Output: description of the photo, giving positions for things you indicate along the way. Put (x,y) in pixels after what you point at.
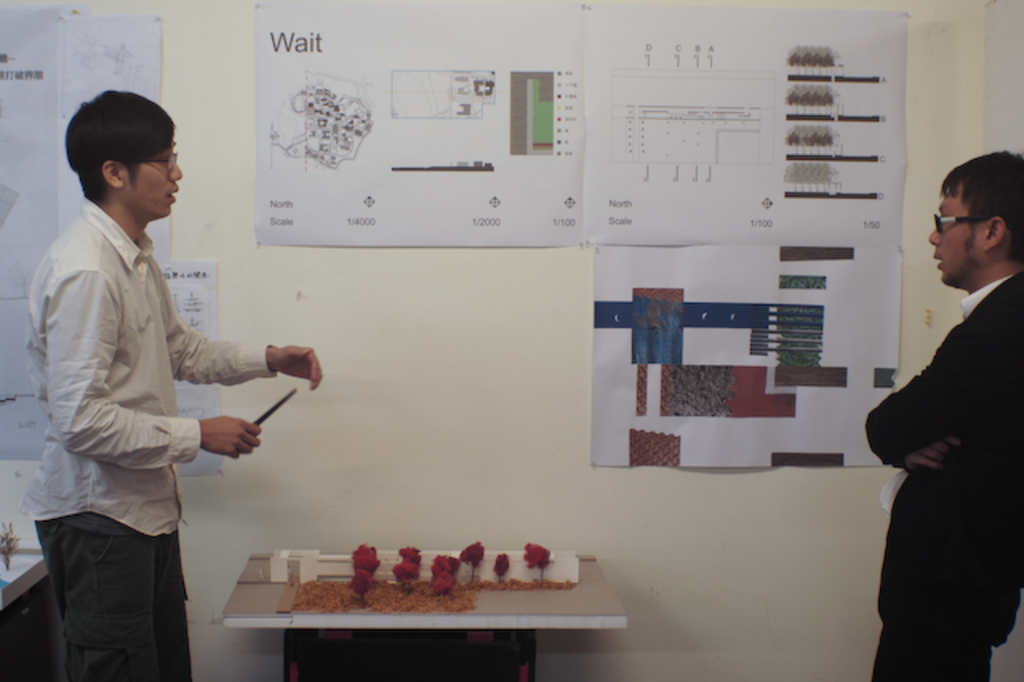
In this image we can see there are two boys (916,465) standing and looking at each other, in the middle of them there is a table (530,625). On the table (361,620) there are some flowers (359,582). In the background (540,540) there is a wall (471,478) and some posters (443,72) attached to it.
